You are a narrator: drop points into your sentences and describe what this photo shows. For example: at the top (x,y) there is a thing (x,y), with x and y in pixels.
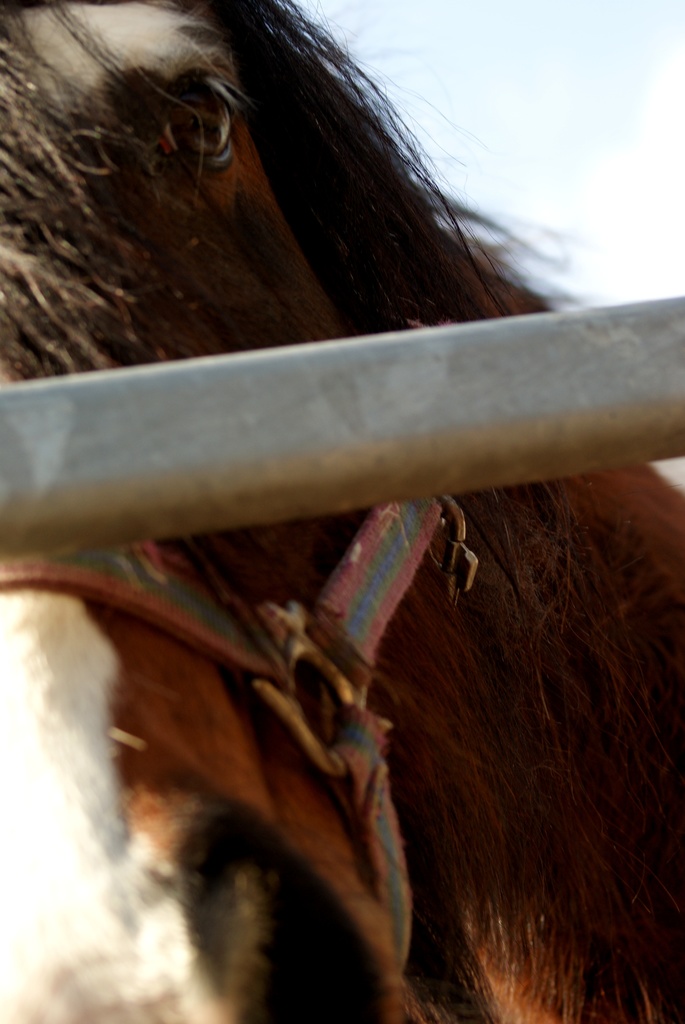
Here we can see a pole (208,462) and behind it there is a horse (163,705) with a belt (267,635) tied to its head (465,493). In the background (541,167) there is a sky (484,87).
